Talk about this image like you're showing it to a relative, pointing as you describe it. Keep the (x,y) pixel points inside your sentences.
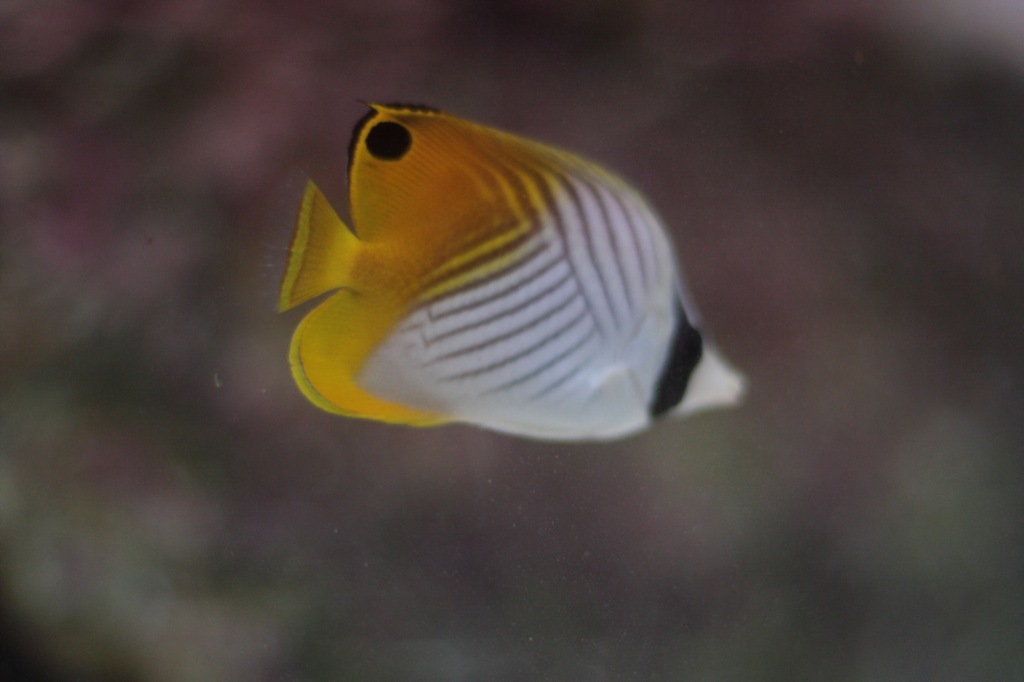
In the image we can see the fish (522,315), white, yellow and black in color and the background (858,288) is blurred.
